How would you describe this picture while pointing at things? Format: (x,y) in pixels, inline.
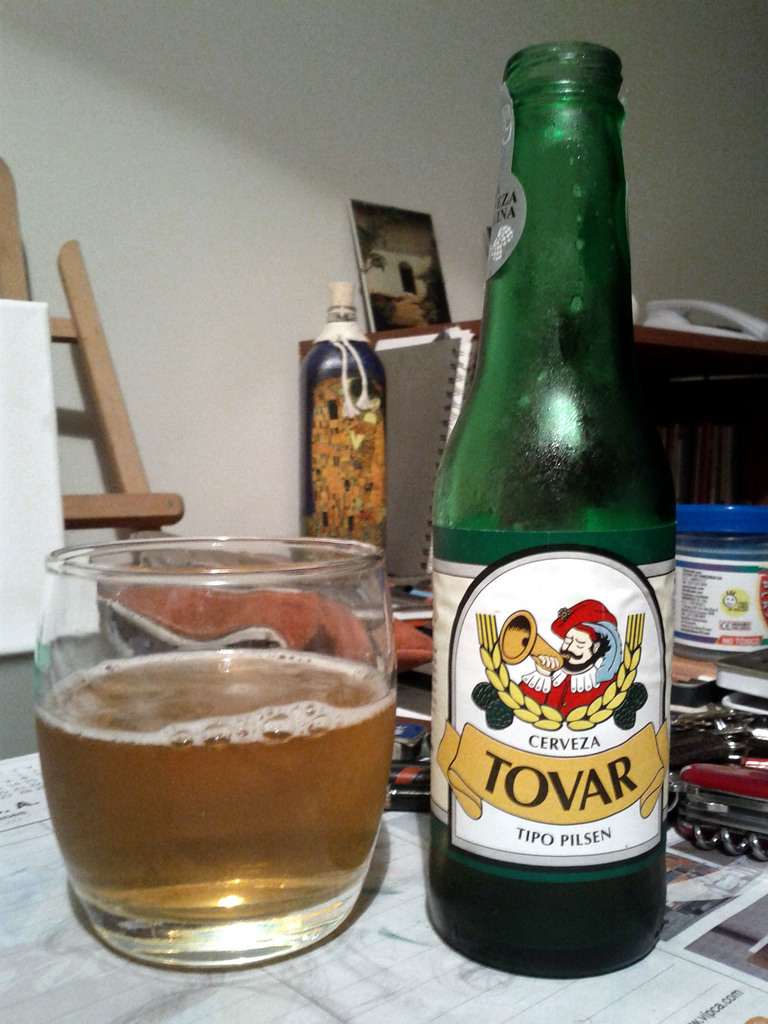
There is a table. There is a cup (290,770) and bottle (487,618) on a table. We can see in background (189,343) photo frame (378,310) and wall (199,417).
